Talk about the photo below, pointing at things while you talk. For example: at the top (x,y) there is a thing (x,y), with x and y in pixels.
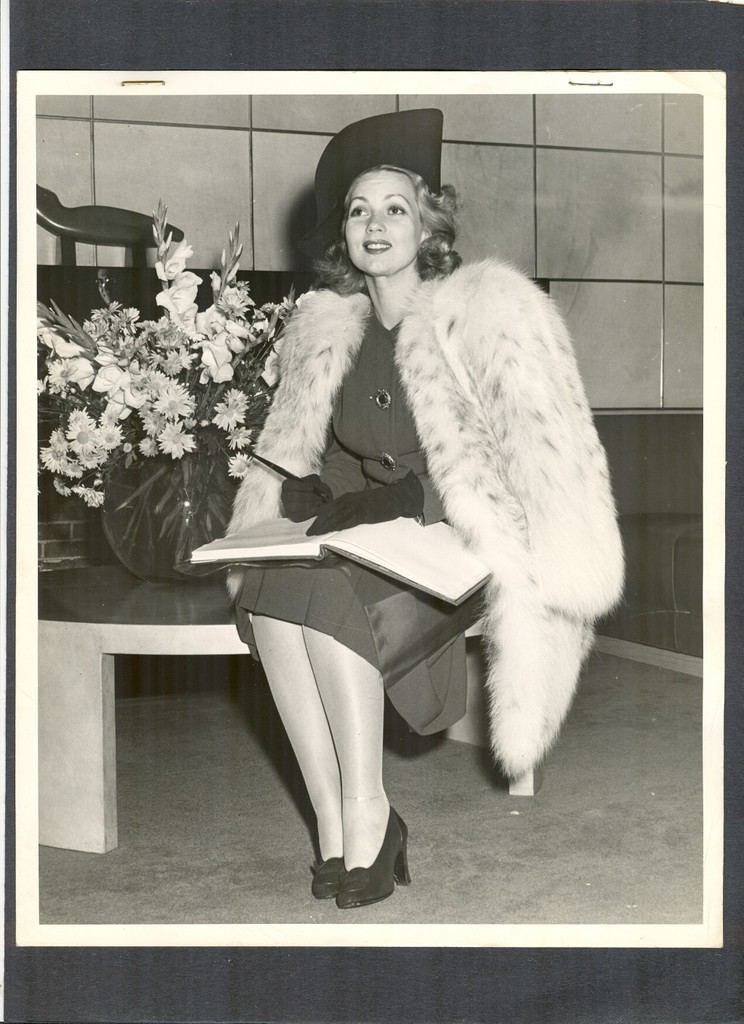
In this image, we can see the black and white photocopy of a lady (398,511) holding an object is sitting. We can also see some flowers (218,412) and an object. We can see the ground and the wall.
